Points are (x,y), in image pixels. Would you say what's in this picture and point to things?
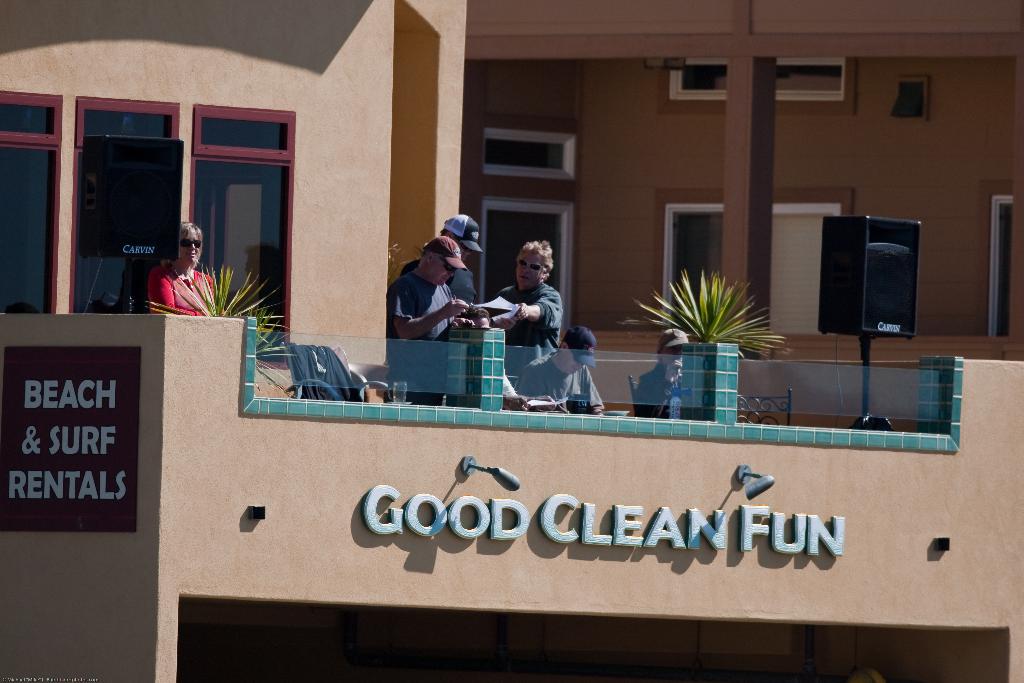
In this image we can see a group of people (409,391) standing on a building (413,419). In that one person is holding a paper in his hand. We can also see two people (654,376) sitting. We can also see some plants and a group of windows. On the right side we can see speaker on a stand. On the foreground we can see a sign board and some lights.
